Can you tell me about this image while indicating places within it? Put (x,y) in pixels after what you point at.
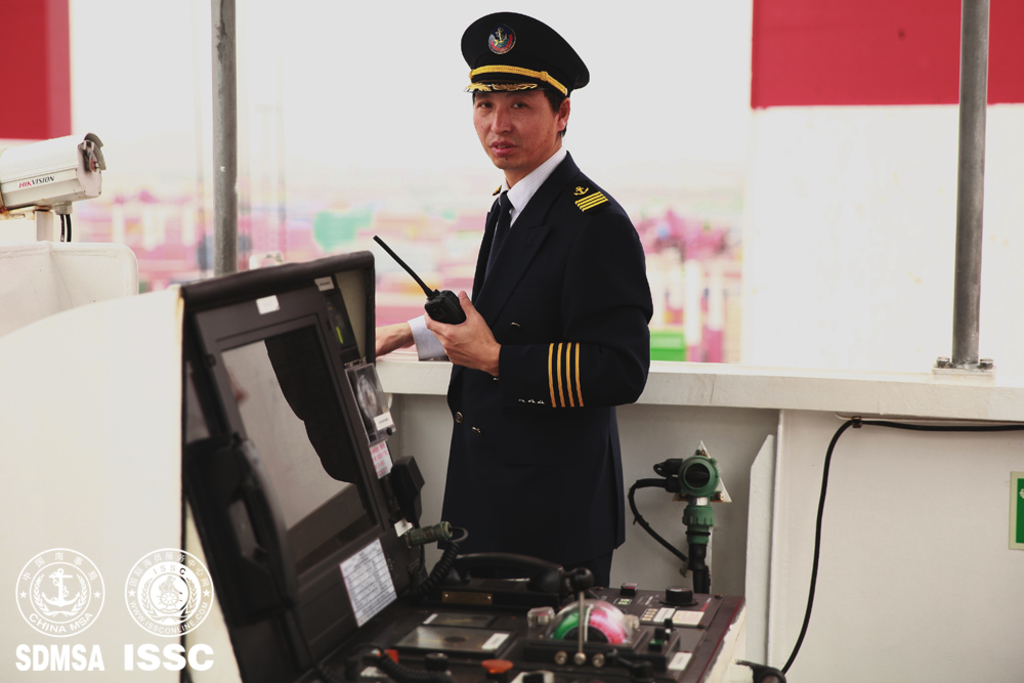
In this picture we can see a person (542,333) standing and holding something, on the left side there is a monitor (352,428), we can see a table (558,645) here, there are some things (620,675) present here, there is glass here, at the left bottom (161,605) we can see logos (138,596).
